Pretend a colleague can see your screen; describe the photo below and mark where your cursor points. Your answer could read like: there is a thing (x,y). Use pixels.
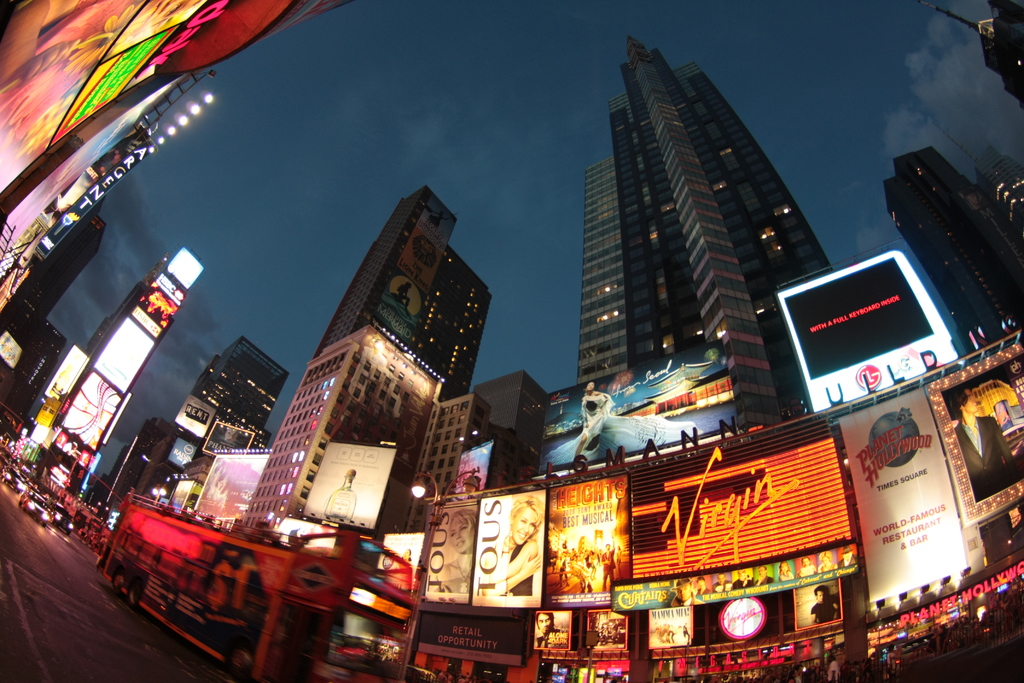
In this picture I can see vehicles (223,613) on the road (20,644), there are boards (692,534), lights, poles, there are buildings (753,231), and in the background (269,254) there is the sky (224,186).
